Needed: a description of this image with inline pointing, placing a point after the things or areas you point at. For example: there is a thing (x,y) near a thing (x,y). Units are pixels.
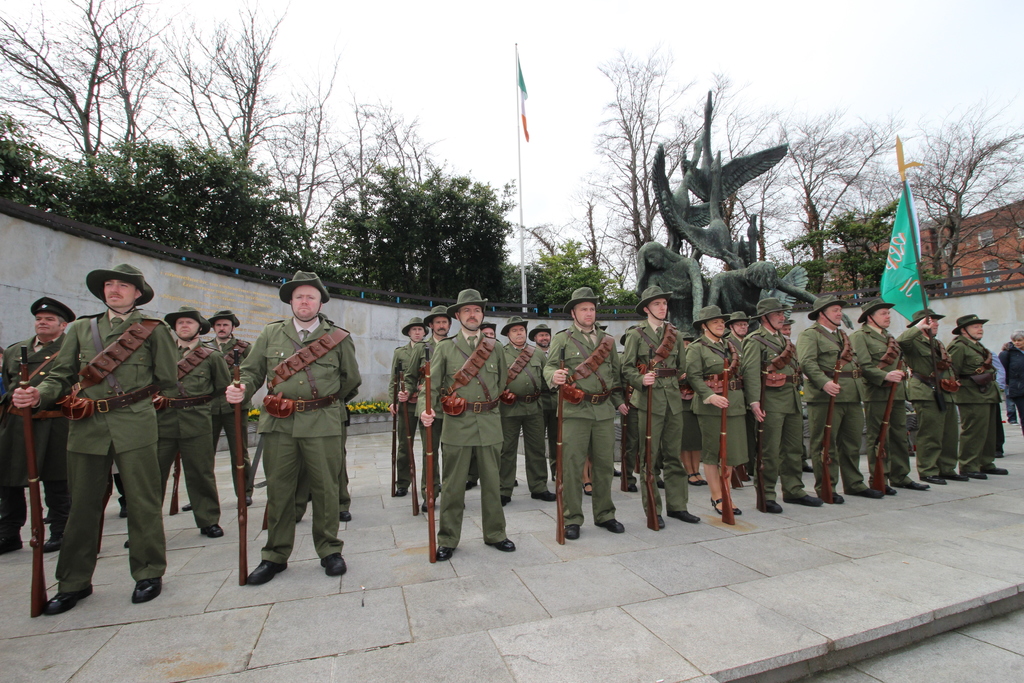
In this image we can see group of persons (458,426) wearing army dress (527,429) holding guns (727,465) in their hands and in the background of the image (714,238) there is a sculpture (709,281), there are some flags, wall (366,388), there are some trees (603,224) and top of the image (539,116) there is clear sky (561,100).
